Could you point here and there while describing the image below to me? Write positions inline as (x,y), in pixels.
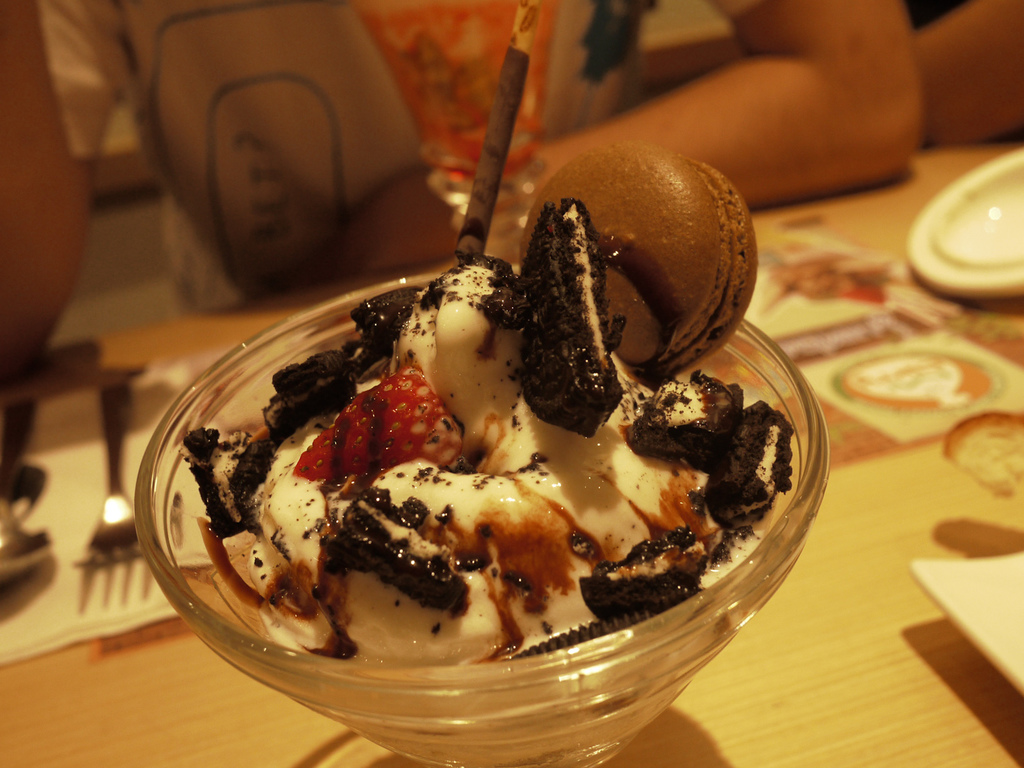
In this image we can see an ice cream (520,528) in a glass bowl (530,710) is kept on a table (918,587). Beside it tissue (51,496), spoon (26,531) and fork (109,497) is present. Behind people (204,131) are sitting.
